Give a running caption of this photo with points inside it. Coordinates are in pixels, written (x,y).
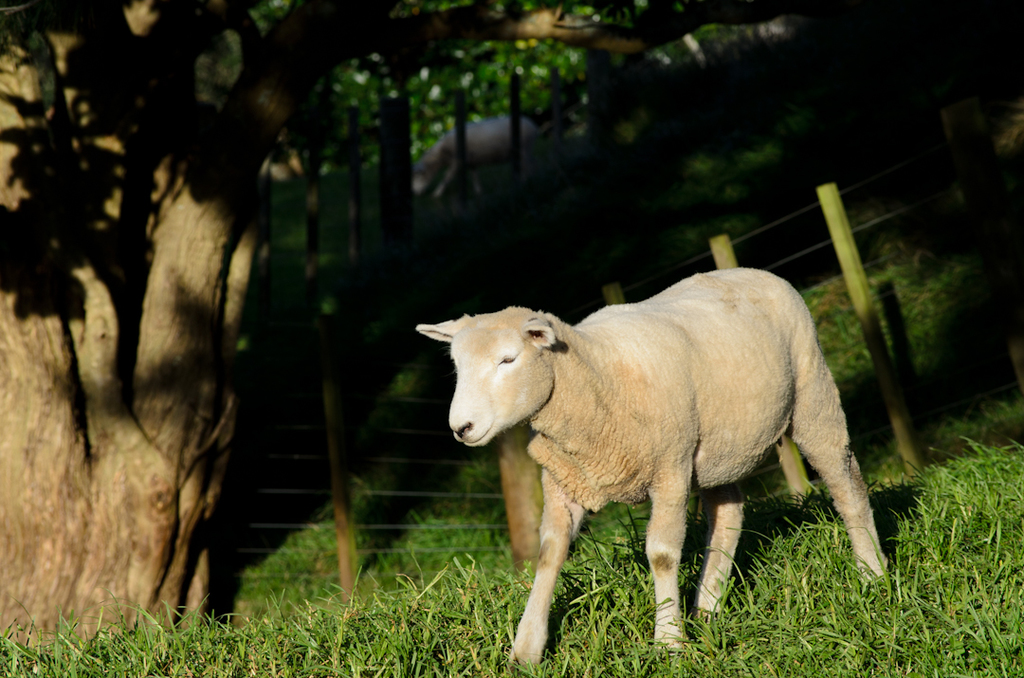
In this image we can see a few animals (649,497), trees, poles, fence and grass (916,277).
